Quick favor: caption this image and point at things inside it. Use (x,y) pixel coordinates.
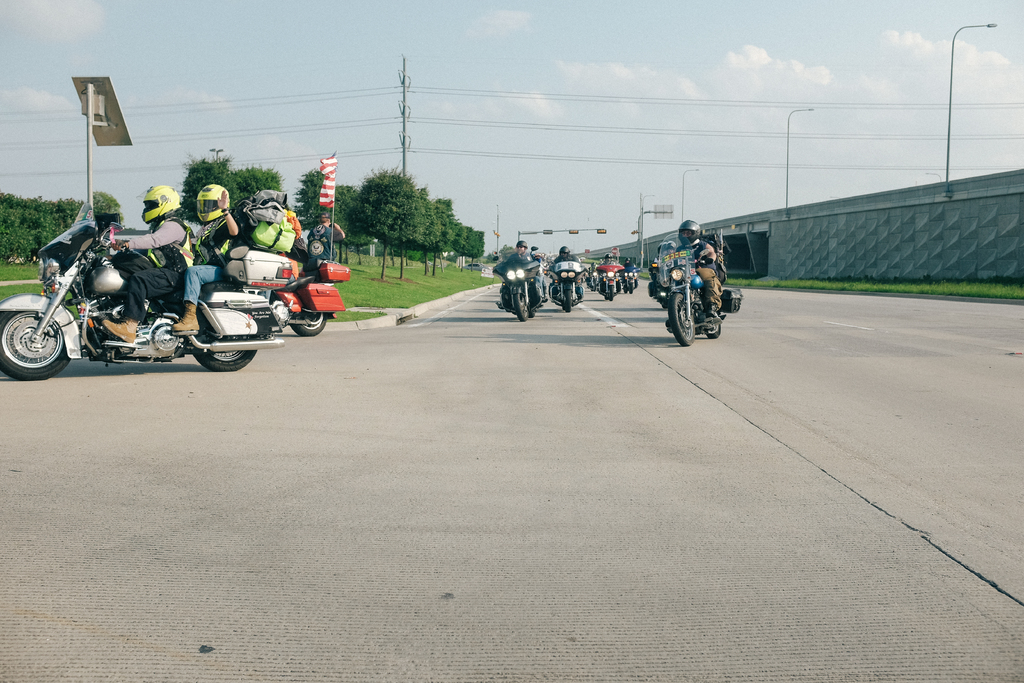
This picture is clicked outside. In the center (676,272) we can see the group of persons (207,276) riding bikes (33,299). In the background (711,44) we can see the sky (848,73), lights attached to the poles (403,114) and we can see the cables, trees (375,204), flag (331,168), green grass (814,283), bridge (808,244) and many other objects (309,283).
